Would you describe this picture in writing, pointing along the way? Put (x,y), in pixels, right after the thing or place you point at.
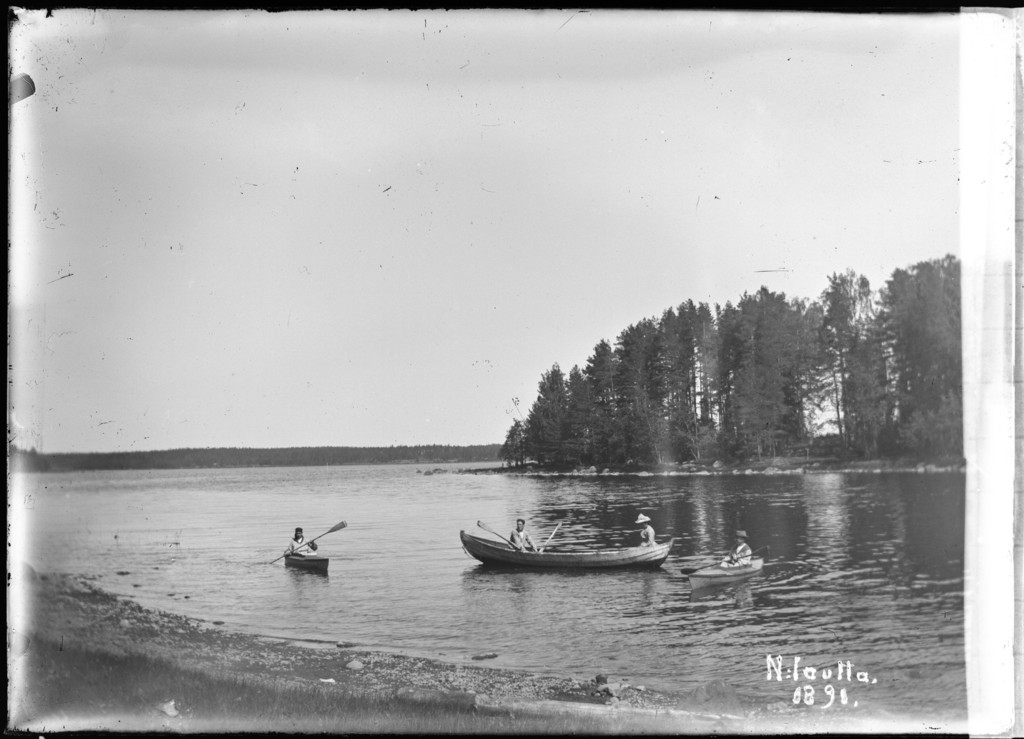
I see this is a black and white image and I see 3 boats (658,548) over here on which there are persons (646,543) and these 3 are holding paddles (514,544) in their hands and I see the water (523,580) and the ground (219,668) over here. In the background (630,439) I see the trees (663,398) and I see the sky (523,166) and I can also see a watermark (810,692) over here.
